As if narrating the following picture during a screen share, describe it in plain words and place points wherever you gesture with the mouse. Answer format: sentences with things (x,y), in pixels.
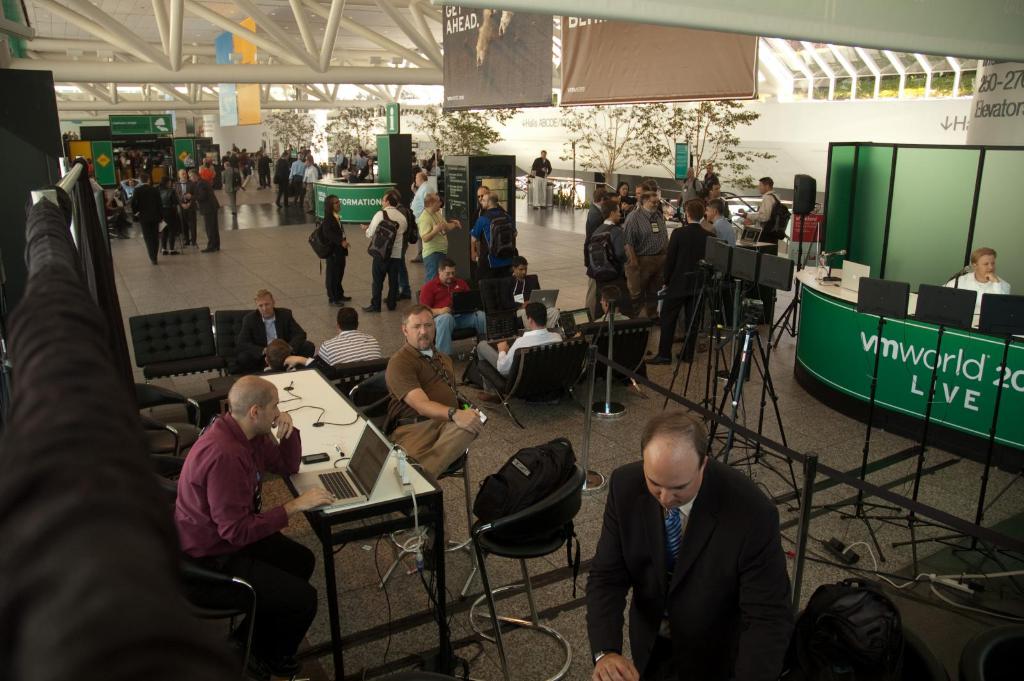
Here in this picture we can see number of people (434,383) standing, sitting and walking in the floor (461,377) over there, the people (441,398) who are sitting are sitting on chairs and in the front (281,428) we can see a table (336,522) on which we can see the person (245,496) handling laptop (352,472) present on it and we can see bags (539,466) present here and there and we can see banners (466,81) and hoardings (460,100) present over there and in the far we can see plants (308,132) present and on the right side (921,341) we can see a desk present and we can see speakers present in front of it over there.
